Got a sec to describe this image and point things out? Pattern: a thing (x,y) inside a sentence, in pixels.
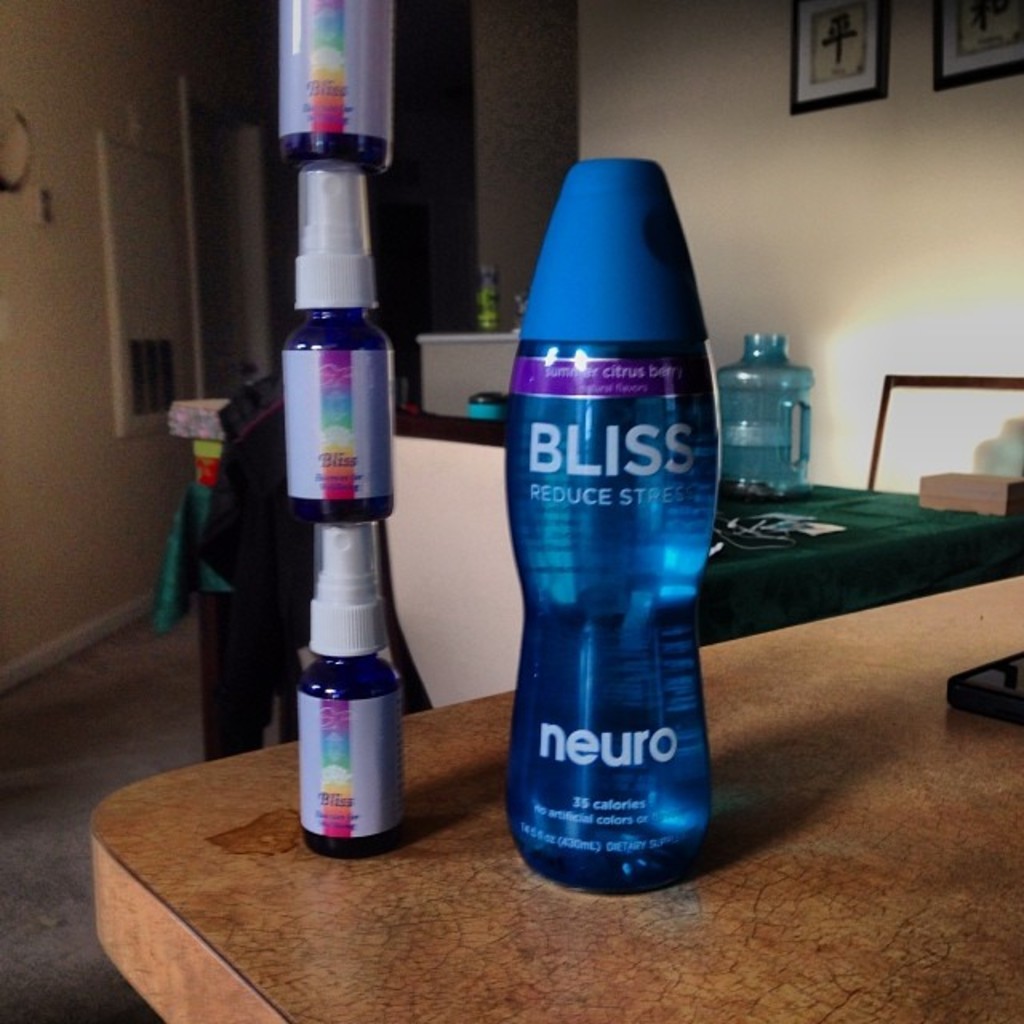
I can see in this image there is a bottle (606,539) and a few objects (294,375) on the table (813,761). I can see there is a few photos (798,61) on a white wall (749,220).
